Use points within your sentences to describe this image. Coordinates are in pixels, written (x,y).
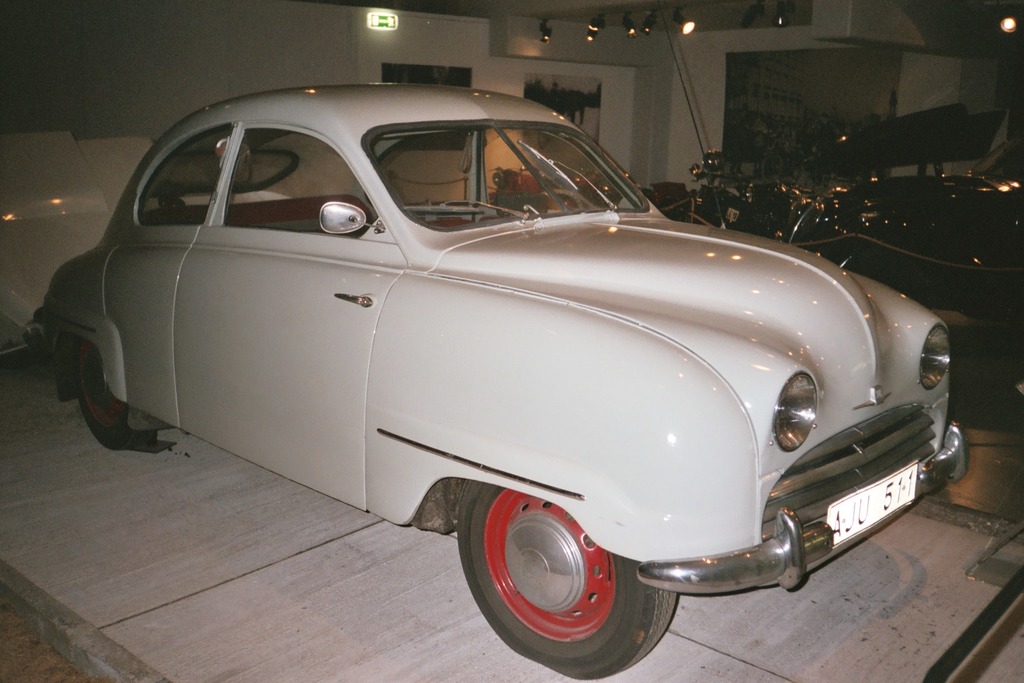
In this picture we can see few cars (773,294), in the background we can find few lights (594,22).
